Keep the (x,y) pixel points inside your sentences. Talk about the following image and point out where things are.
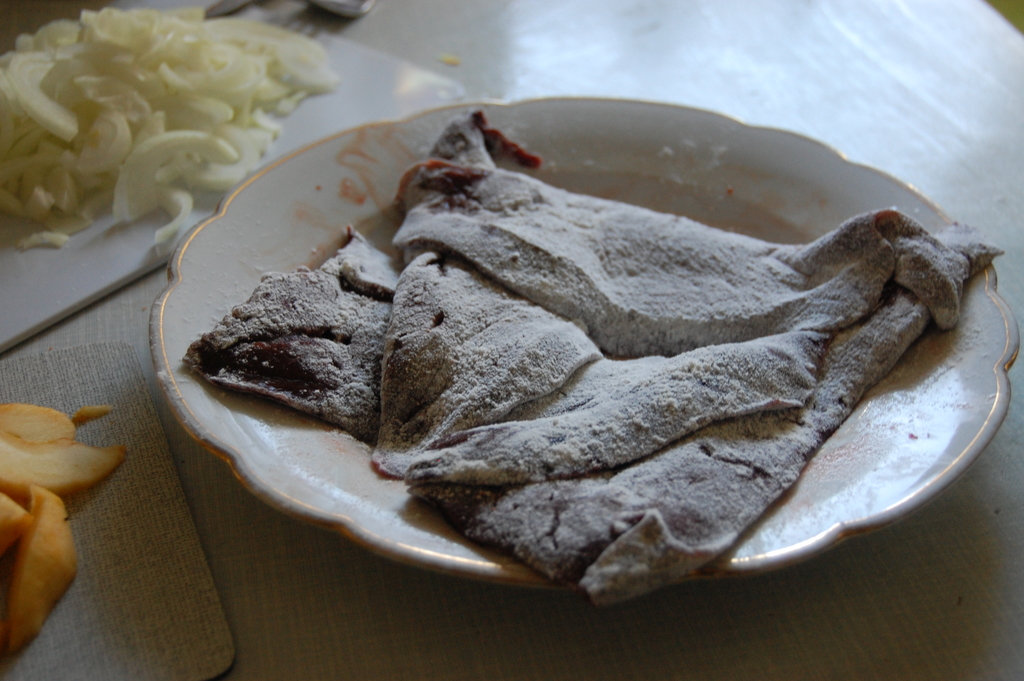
In this picture I can see there is some food (697,327) placed on the plate (970,420) and there is some more food (76,481) placed on the trays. These are placed on the wooden table (730,51).
